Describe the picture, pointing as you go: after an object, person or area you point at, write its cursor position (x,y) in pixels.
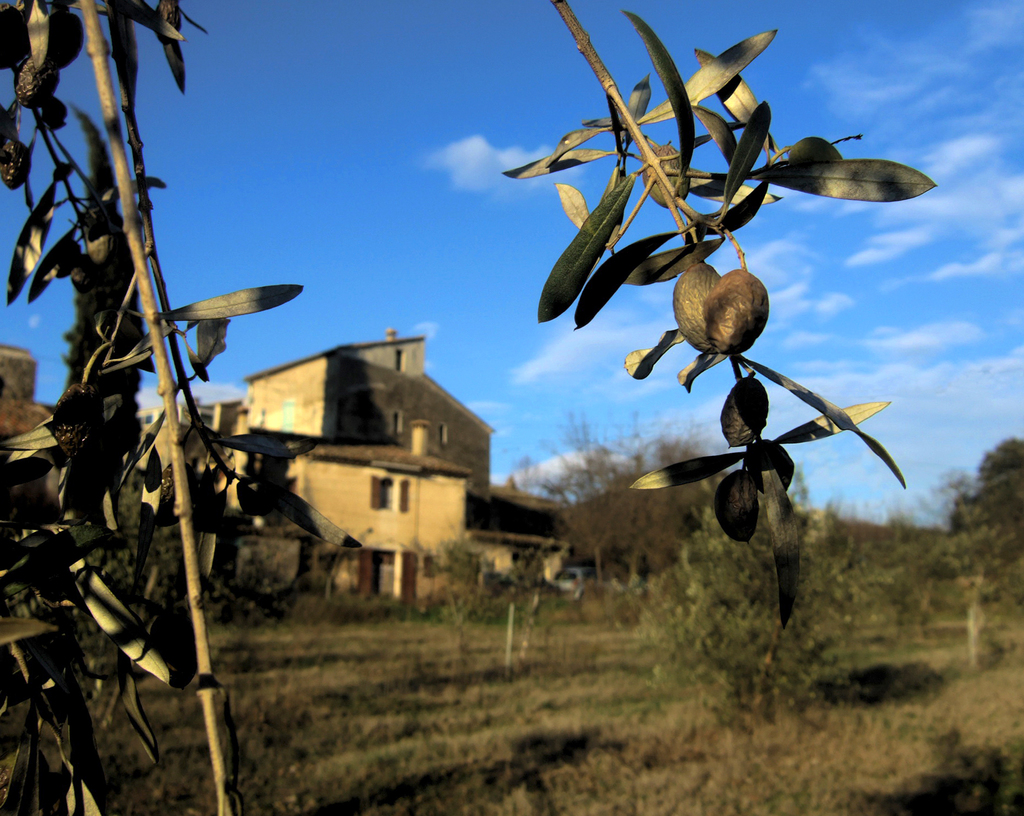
In this image I can see few houses (402,550), trees (819,597) and the sky (441,45) is in blue and white color. In front (250,444) I can see the plant (679,193).
